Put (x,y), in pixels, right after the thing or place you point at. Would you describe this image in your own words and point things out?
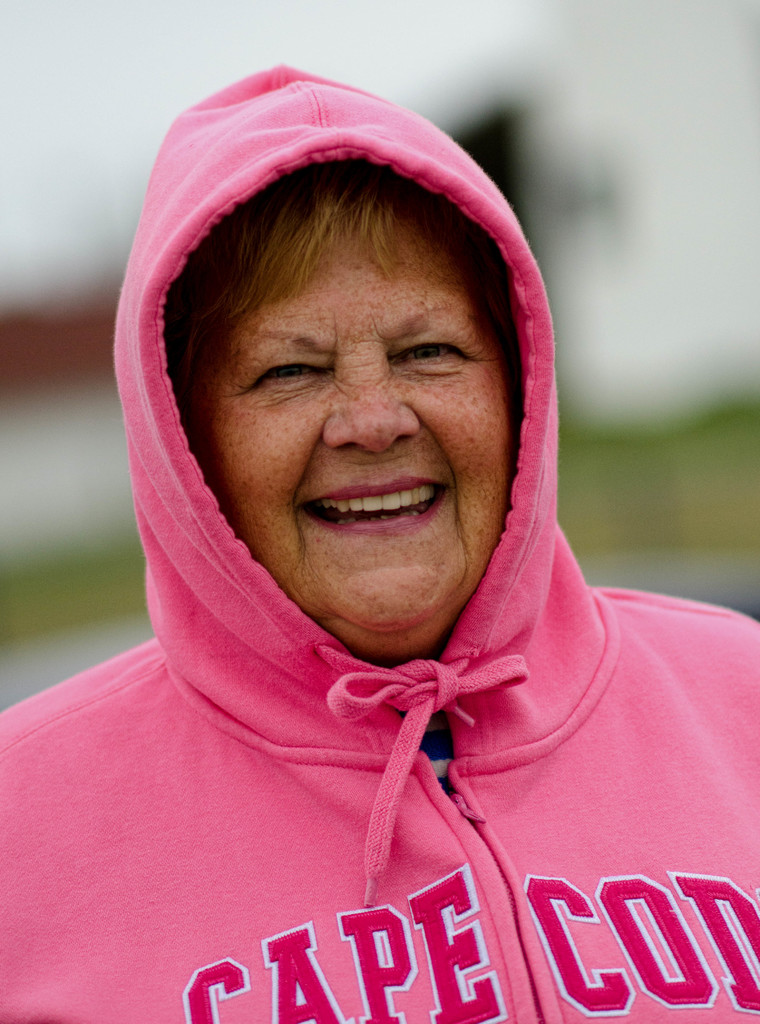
In this image there is a lady (346,282) wearing pink jacket (352,785). The background (608,62) is blurry.
